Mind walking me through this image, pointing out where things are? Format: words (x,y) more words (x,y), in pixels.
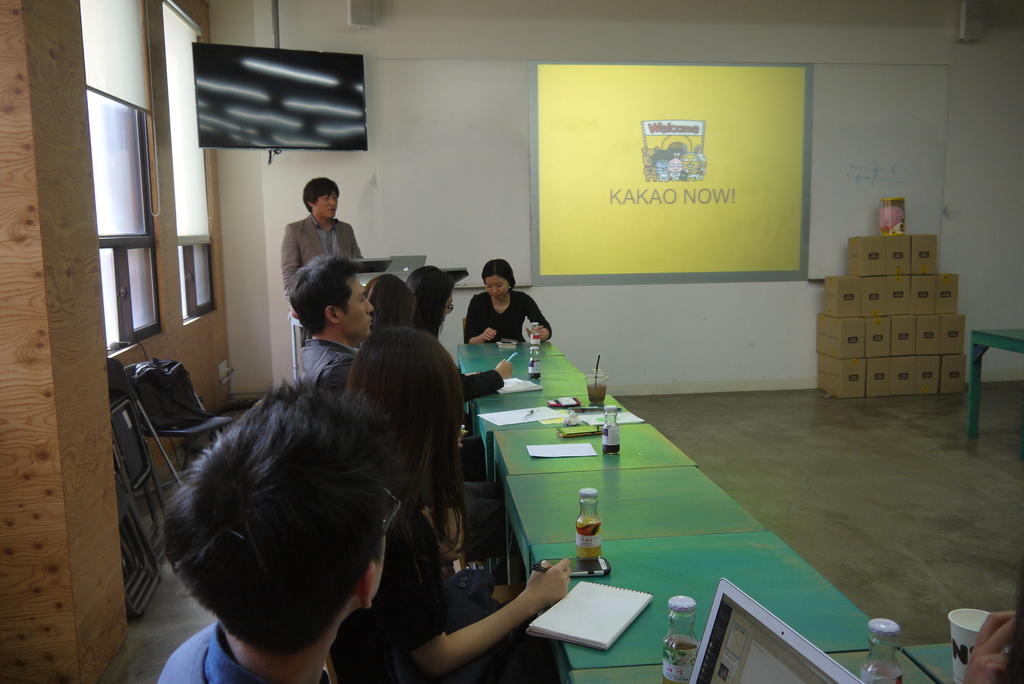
There are some people (400,357) sitting. In front of them there is a table (622,498). On the table (551,462) there are books (558,603), bottles (611,446), laptop (715,619) and cups (964,620). In the background (337,178) there is a wall (352,211). A person (335,200) is standing. There is a TV (262,99). ON the wall (181,318) there is window (140,197). Near to the wall (702,344) there are some boxes (875,317) and screen (685,178) is on the wall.
